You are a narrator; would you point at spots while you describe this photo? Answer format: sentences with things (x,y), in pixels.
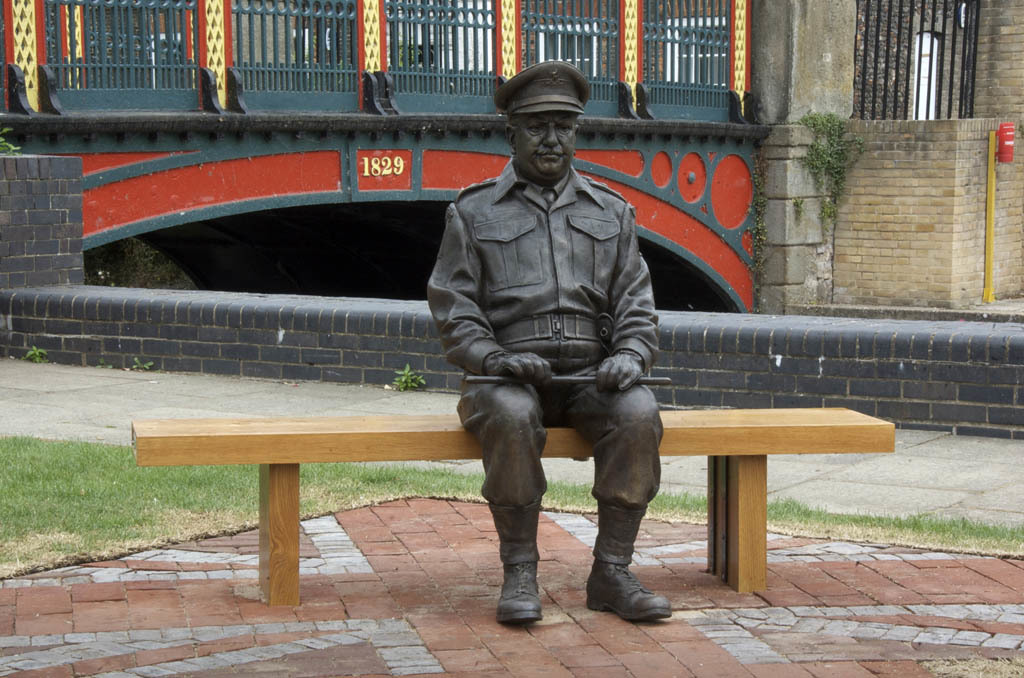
This is a metal statue (541,110) of a man (561,110) which is on the wooden bench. Behind him there is a bridge like thing (628,195) on which it is written as 1829 with golden color and it has some black brick walls (965,345) and also the grills (897,37).
